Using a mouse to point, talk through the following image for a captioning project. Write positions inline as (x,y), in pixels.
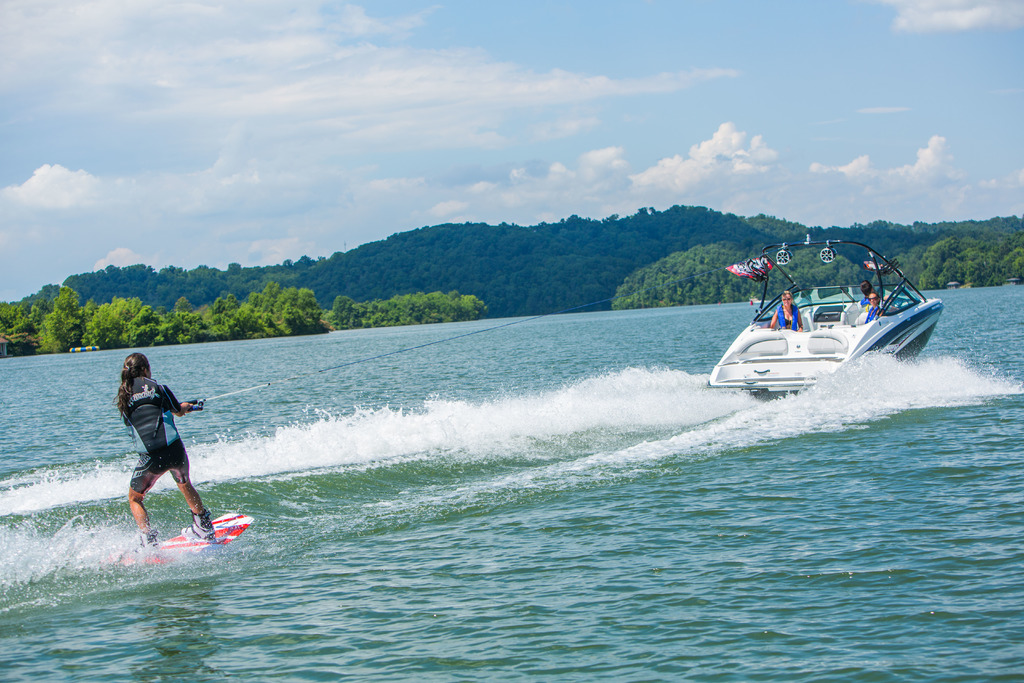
This picture consists of sea (675,509), on sea (427,367) I can see a boat (870,327), on which I can see persons (878,313) and a girl (147,405), holding a rope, standing on surf board (129,559) on the sea (410,360). In the middle (384,242) there are hills (430,242) and at the top (754,135) I can see the sky (628,109).
